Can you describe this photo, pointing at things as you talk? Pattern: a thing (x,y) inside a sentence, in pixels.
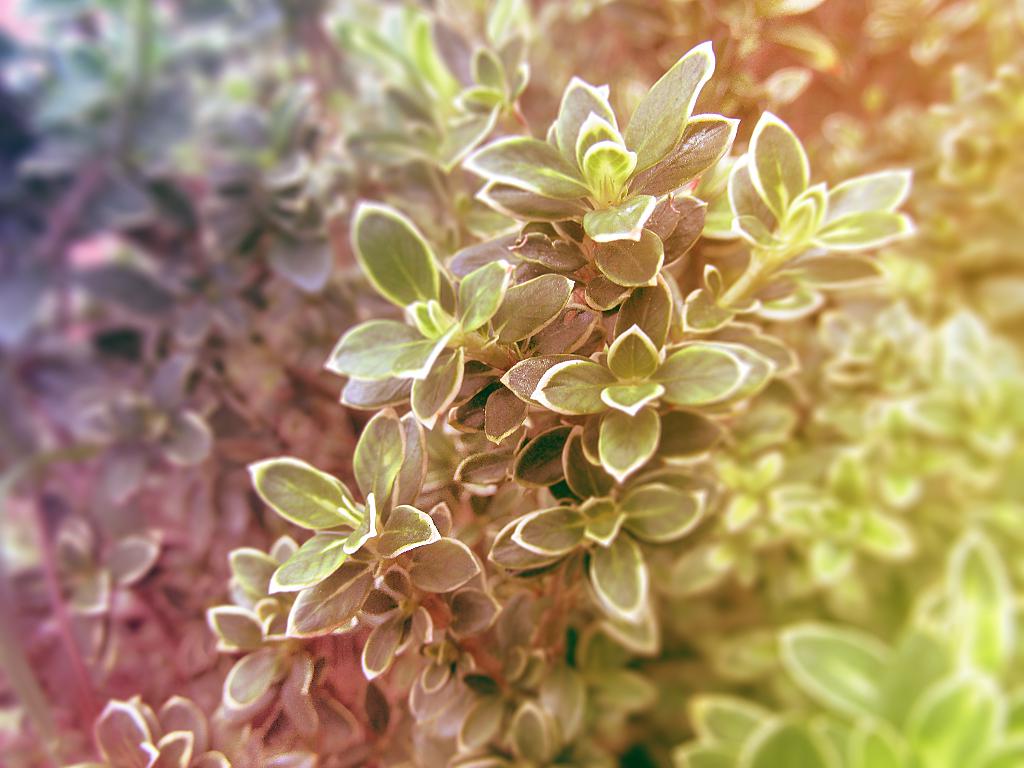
This is an edited image. I can see the plants (578,209) with leaves (528,474). The background (149,290) is blurry.
